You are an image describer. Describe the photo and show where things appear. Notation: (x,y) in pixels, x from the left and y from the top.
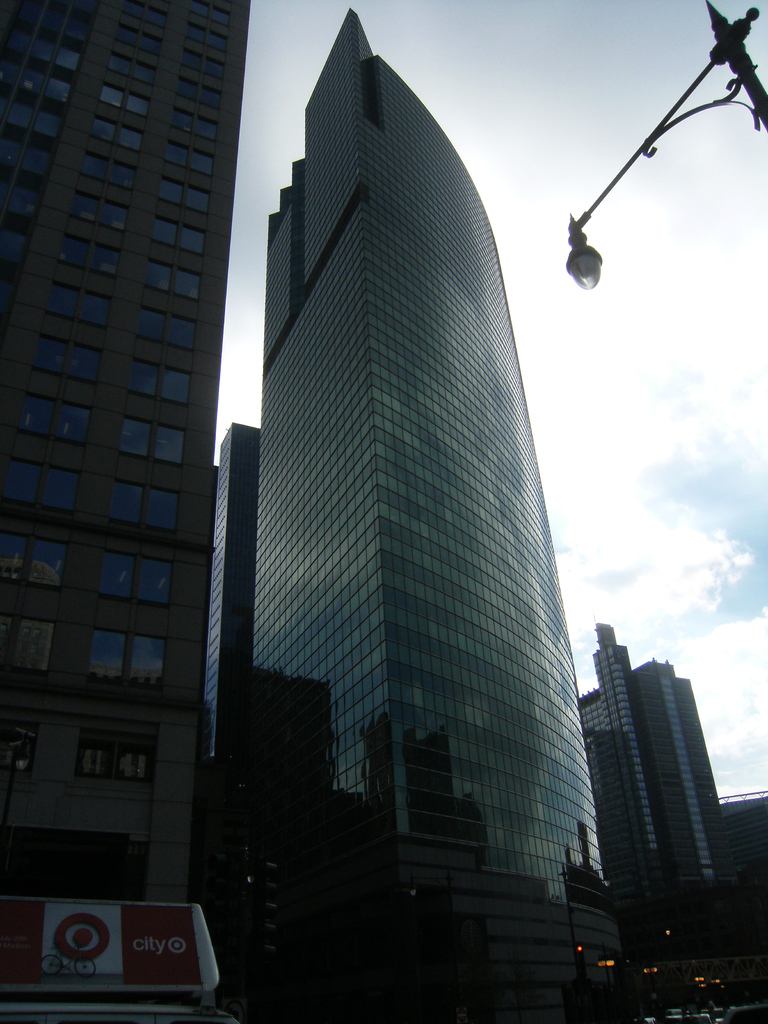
In this image we can see buildings (322,688), windows (307,679), glass doors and at the bottom (189,941) we can see a hoarding (189,941), light poles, vehicles (683,1014) and bridge (744,976). In the background (260,315) there are clouds (664,493) in the sky (595,400) and on the right side (591,249) there is a street lamp (596,257) on a pole (711,58).
